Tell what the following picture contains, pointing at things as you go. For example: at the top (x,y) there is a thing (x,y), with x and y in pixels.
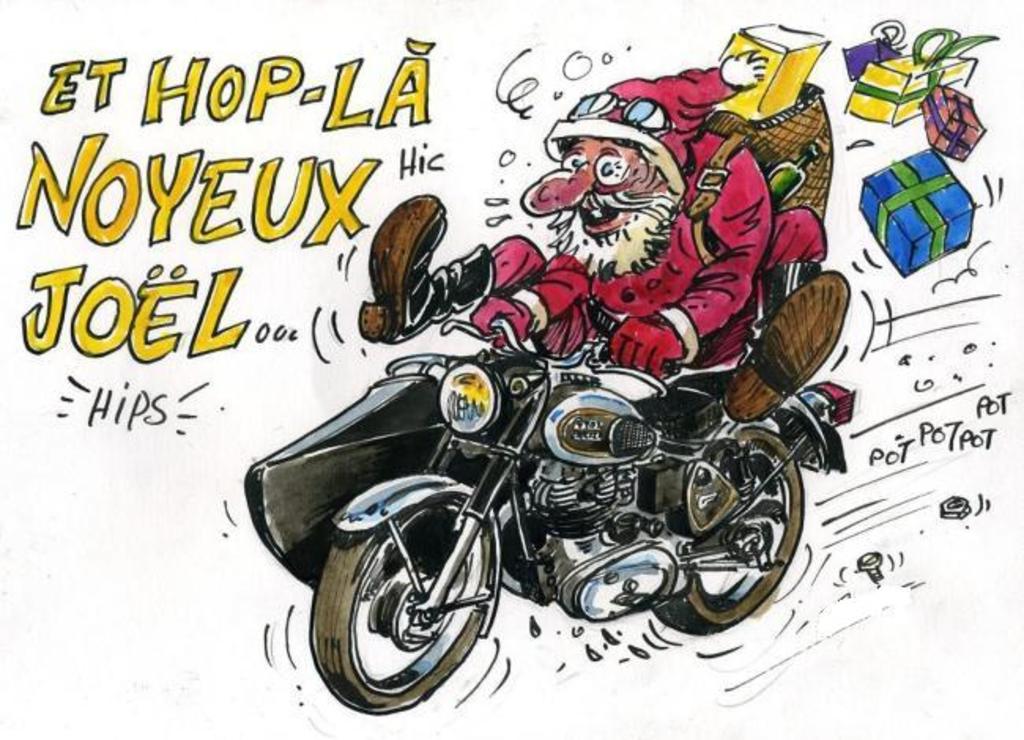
In this image there is a sketch (598,426) of a cartoon (574,263) with Santa (678,238) riding the bike (590,410) with gifts (936,65) and there is some text (155,95) on it.
